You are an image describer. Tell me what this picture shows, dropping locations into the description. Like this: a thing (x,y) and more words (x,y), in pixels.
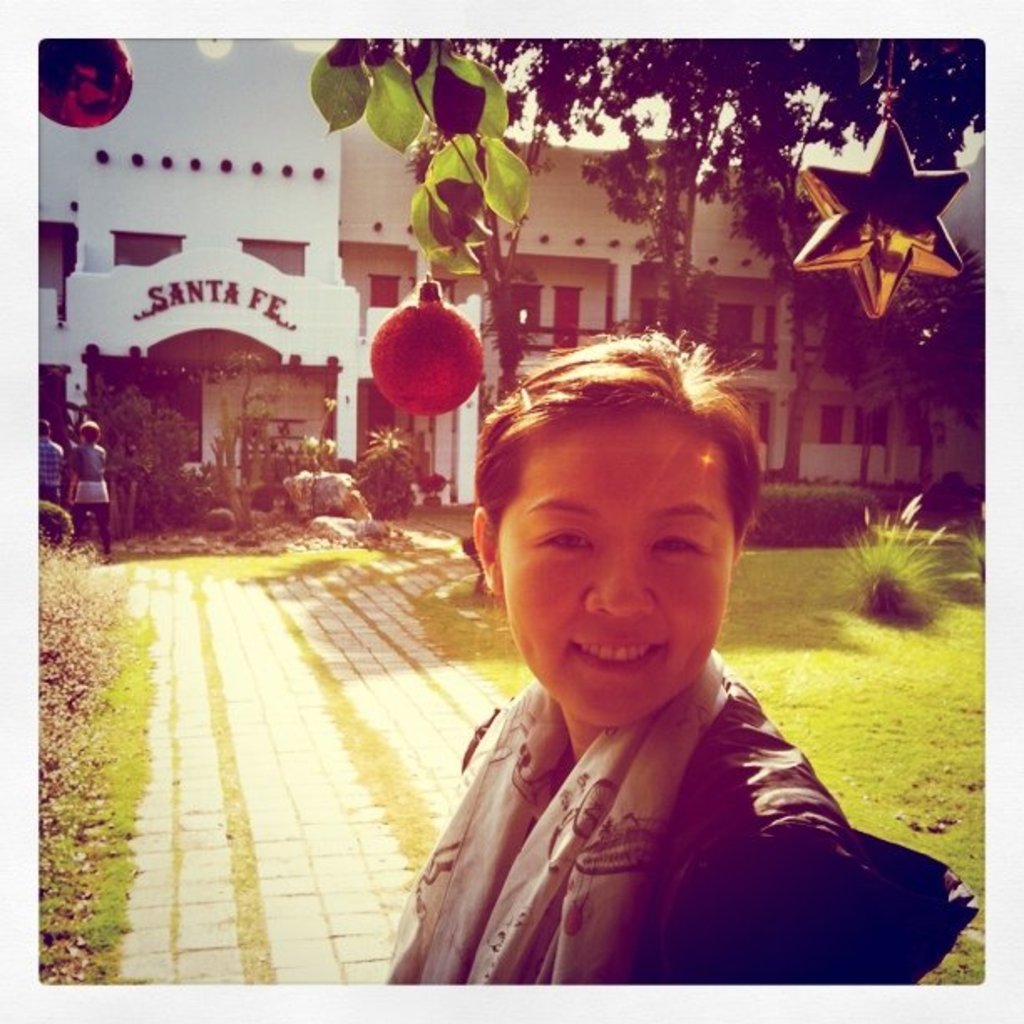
In the image we can see there is a person (649,608) standing and wearing scarf (456,867). There are other people (85,464) standing on the ground (139,601) and the ground (146,710) is covered with grass (810,676). There are trees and there is a building (77,301). The tree (982,292) is decorated.
